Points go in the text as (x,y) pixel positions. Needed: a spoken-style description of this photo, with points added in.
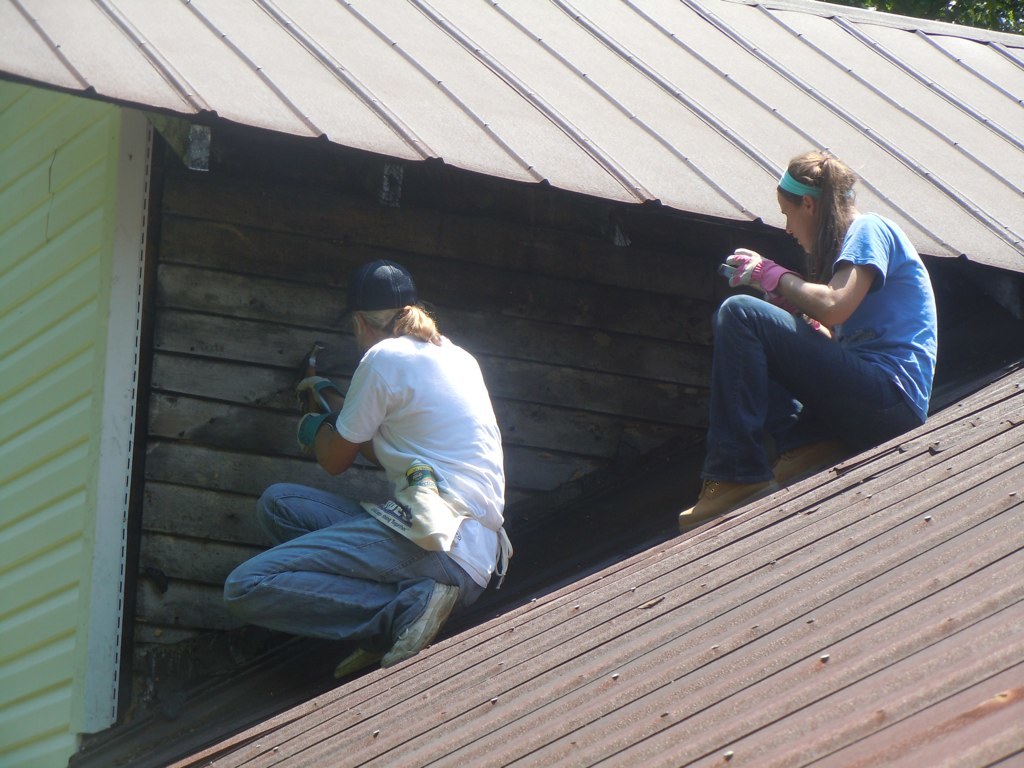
In the center of the image (342,416) a man (372,401) and a lady (799,225) are sitting on the roof (475,734). At the top of the image (698,82) roof (511,115), wall (395,191) are present. In the center of the image (373,408) a man (339,404) is holding a hammer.
